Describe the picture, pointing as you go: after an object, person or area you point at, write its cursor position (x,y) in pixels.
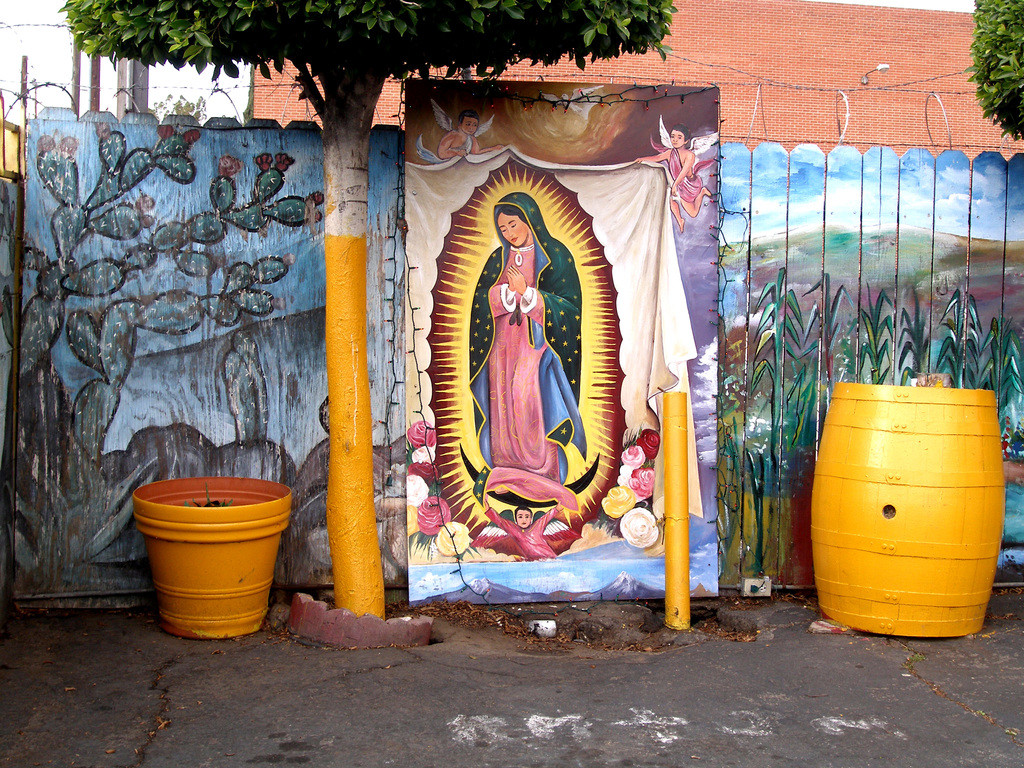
In this picture we can see trees (489,48). Here we can see a yellow color pot (240,507) with a plant (219,500). This is yellow color object (850,569). Here we can see painting (630,436) of a woman (529,308), angels (676,169) and flowers (619,503). This is a road (507,720). Here we can see fence (945,116) at the top (886,175).
